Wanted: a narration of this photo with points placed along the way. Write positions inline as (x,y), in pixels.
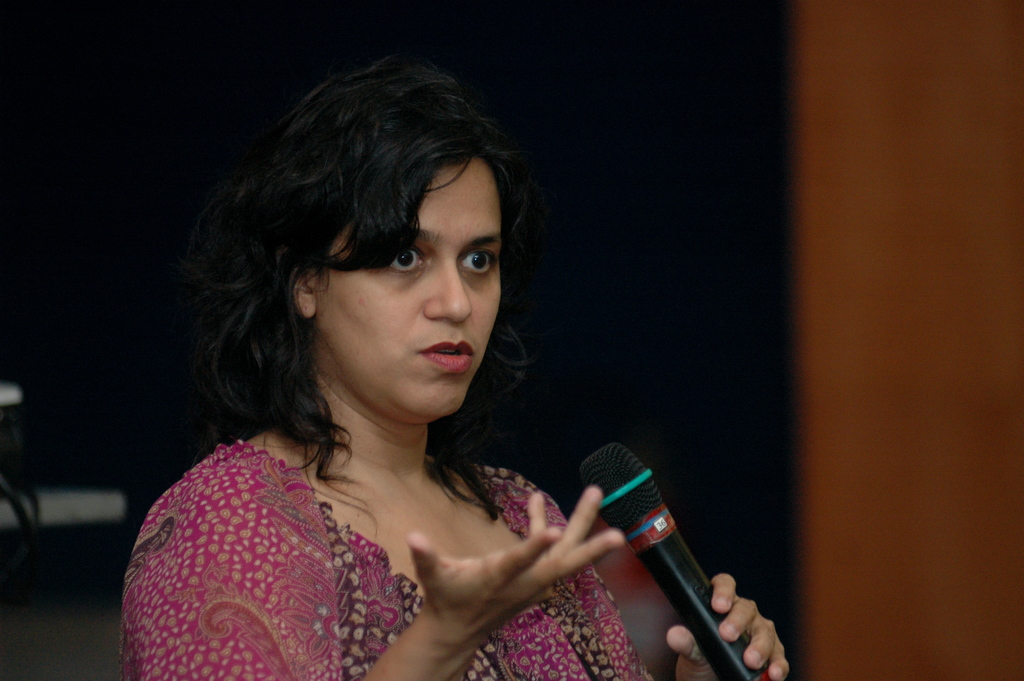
In this image there is a woman (455,131) wearing a pink dress (195,487) and holding a mike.
